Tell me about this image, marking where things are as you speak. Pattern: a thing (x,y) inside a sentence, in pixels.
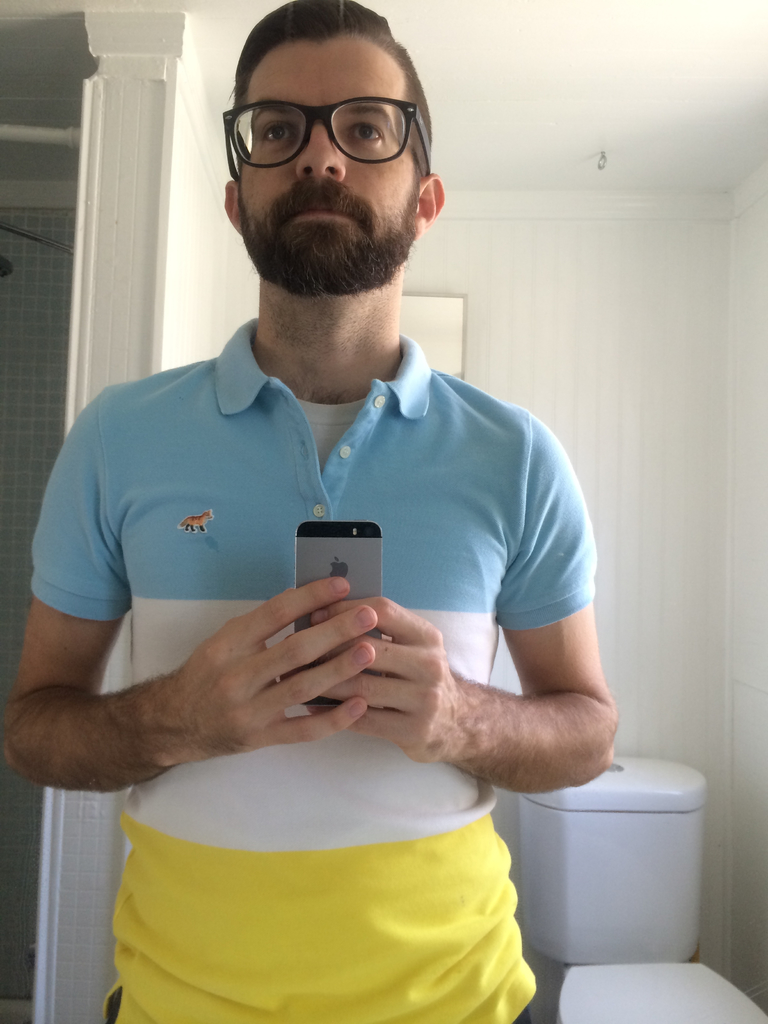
In this image there is a man (316,609) holding a mobile (304,669) in his hand (329,676), in the background (701,372) there is a wall (704,688) and a toilet seat (644,820).
